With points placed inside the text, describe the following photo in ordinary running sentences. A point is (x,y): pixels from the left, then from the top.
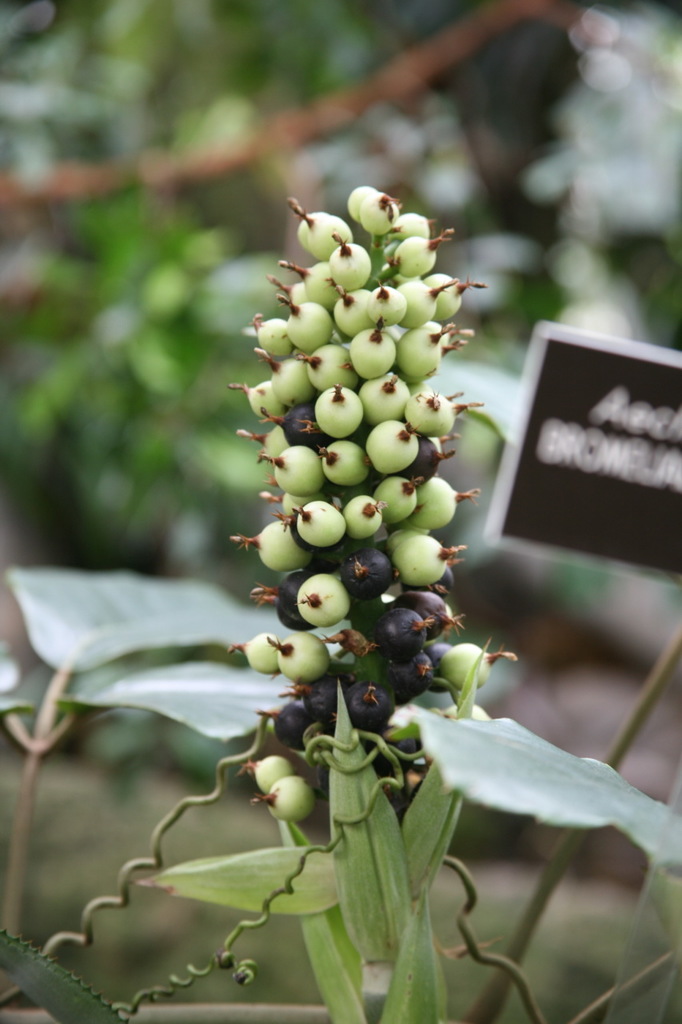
In this picture I can see a plant (317,506) with fruits (319,416), there is a board (639,368), and there is blur background (181,18).
